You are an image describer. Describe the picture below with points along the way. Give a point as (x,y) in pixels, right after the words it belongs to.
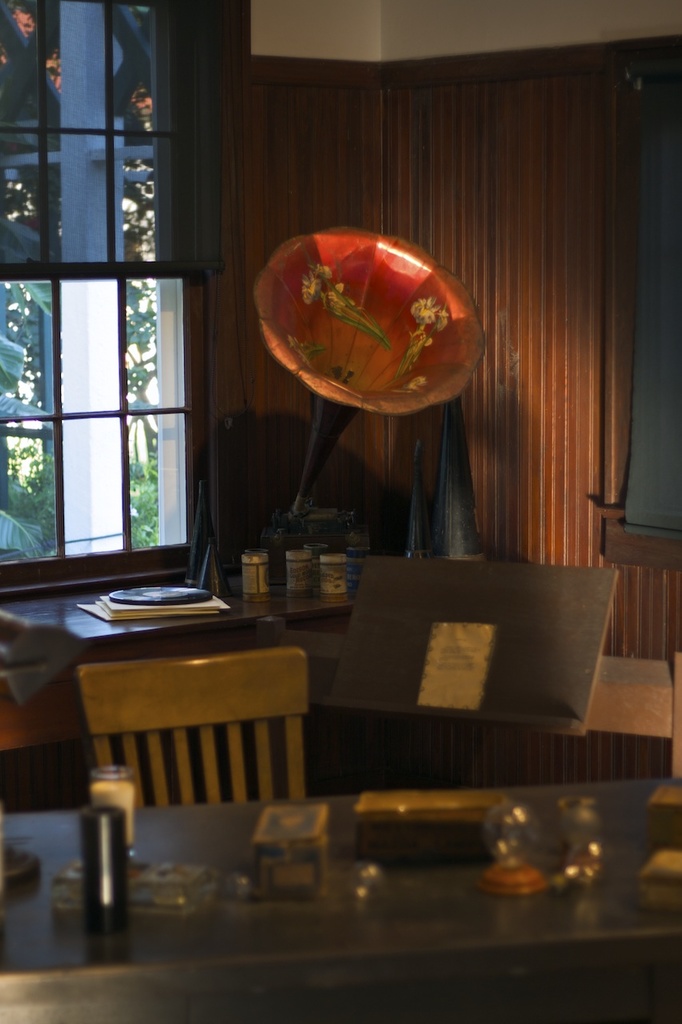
In this image there is a table (563,887) at the bottom (613,848). On the table (613,848) there are glass bowl (569,854), boxes (430,834), small jars (97,850) on it. In front of the table (228,814) there is a chair (252,713). In the background (155,620) there is another table (159,630) on which there are books (196,606), small bottles (339,557) and a phonograph (276,574). In the background (54,329) there is a window (46,226). On the right side (642,349) there is a curtain (656,275). Through the window (26,400) we can see the trees (153,505).
